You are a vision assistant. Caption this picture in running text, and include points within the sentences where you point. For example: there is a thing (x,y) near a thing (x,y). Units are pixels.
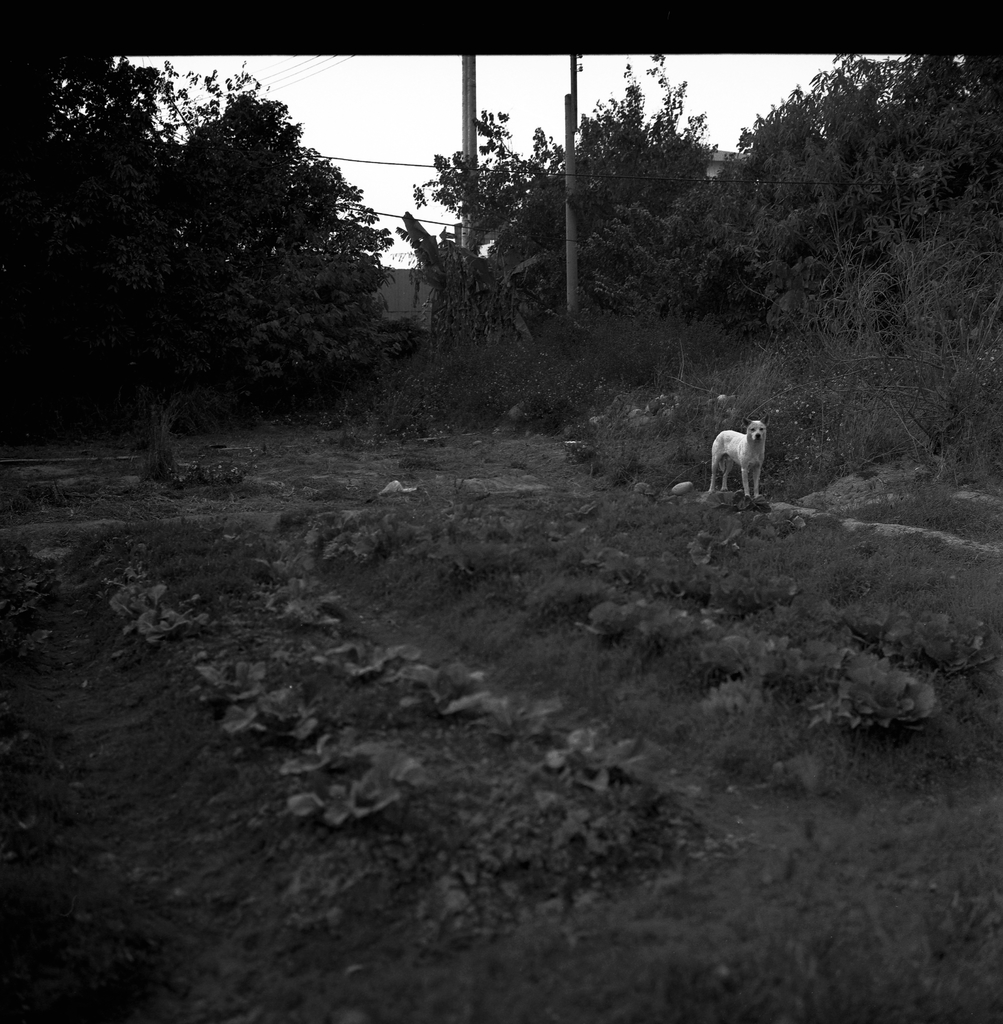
In this image on the ground (600,518) there is a dog (741,452). In the background (648,263) there are trees (551,215), poles (473,98), building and sky (345,124).
